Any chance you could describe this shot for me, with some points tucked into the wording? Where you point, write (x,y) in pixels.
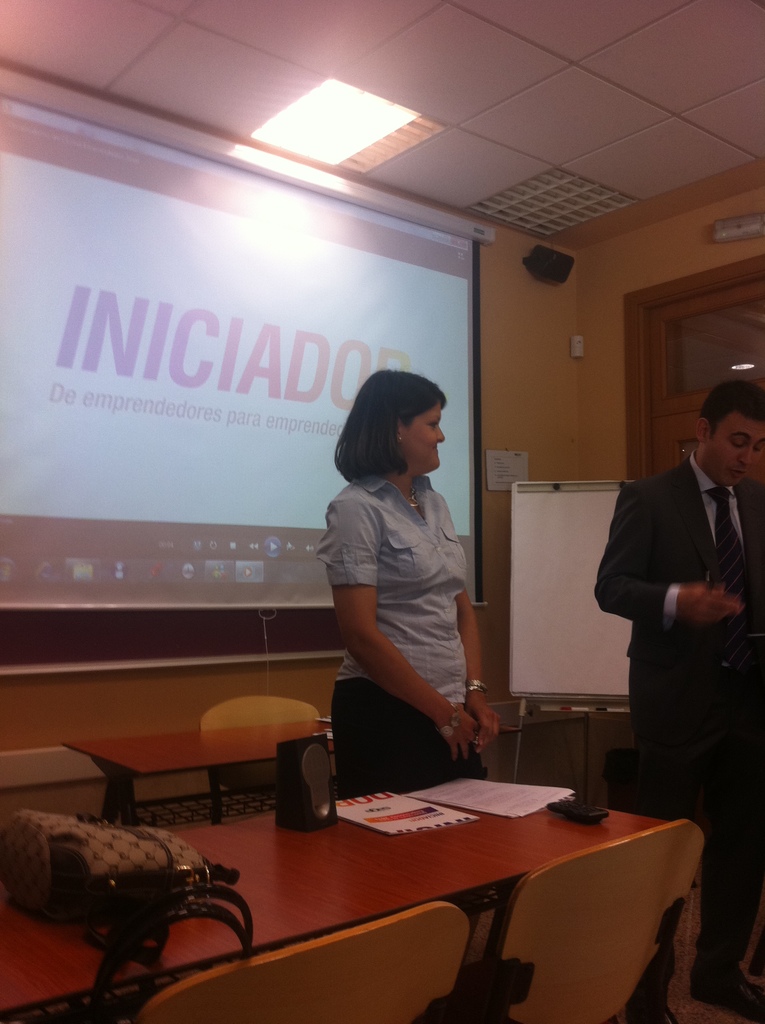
In this picture there is a man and a women (371,740), man (633,527) wearing a black suit (628,515) and women (450,521) wearing blue shirt (354,544) standing in front of a projector screen (243,464) and a board (541,532) and there is a desk (408,837) in front of them on which there is a bag (127,867) on it.
